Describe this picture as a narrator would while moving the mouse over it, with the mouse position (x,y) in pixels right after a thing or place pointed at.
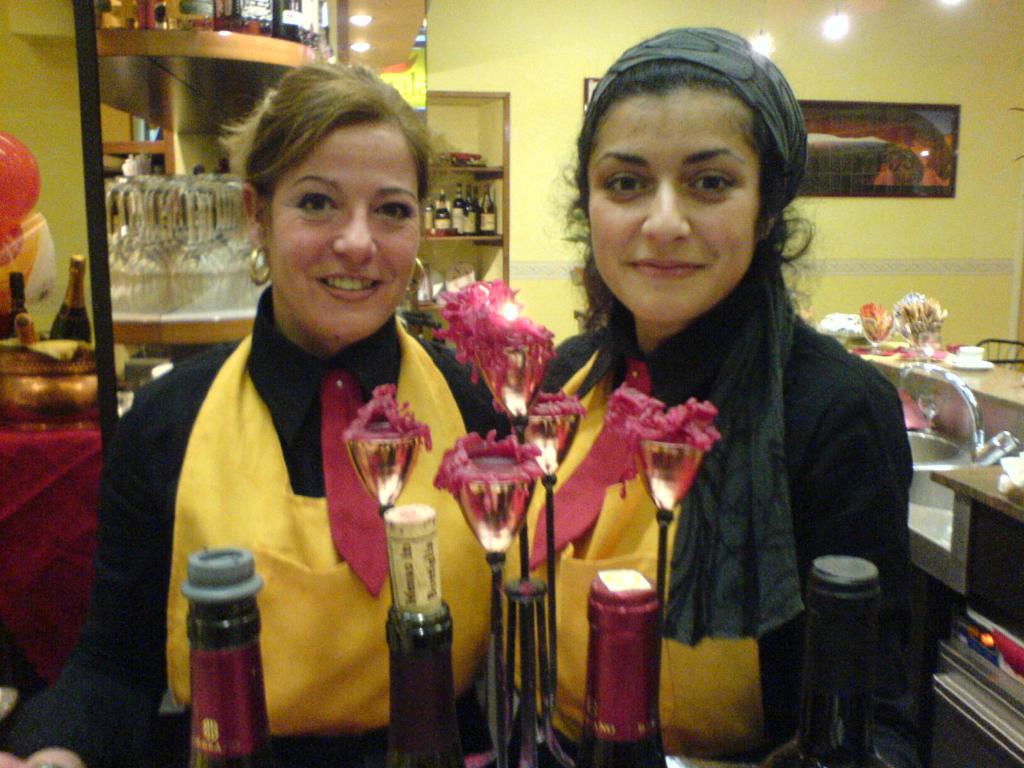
In this image I can see two women (433,411) are standing. These women (350,474) are wearing black and yellow color clothes (274,503). These women (266,518) are smiling. In the background (565,150) I can see a wall (571,132) which has photos (850,133) attached to it. Here I can see a shelf (448,244) which has bottles (444,220). On the right side (946,416) I can see a table (982,380) on which I can see some objects (975,363). I can also see lights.
